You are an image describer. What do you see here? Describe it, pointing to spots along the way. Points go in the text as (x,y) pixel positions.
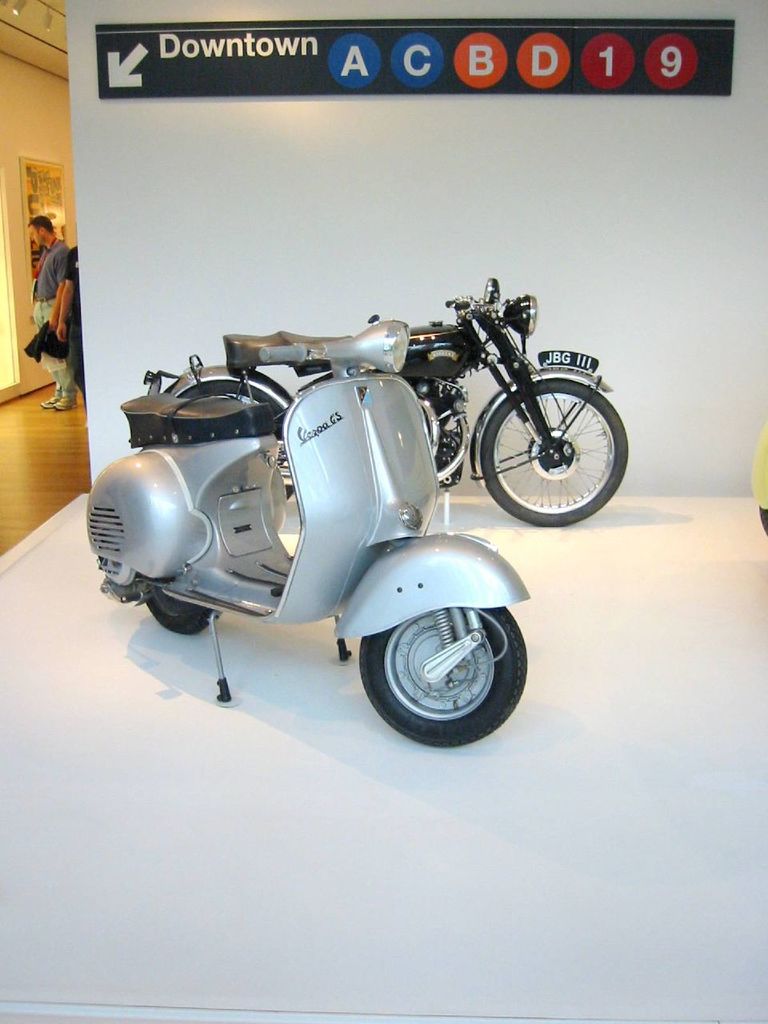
In this image I can see the bikes (349,544) which are in black and silver color. These are on the white color surface (366,823). To the left (61,372) I can see two people (68,295) standing and wearing the different color dresses (43,274). They are standing in-front of the wall (8,167). There is a board (24,163) to the wall (16,131). I can also see the black color board (231,69) and the name downtown (291,55) is written on it.
